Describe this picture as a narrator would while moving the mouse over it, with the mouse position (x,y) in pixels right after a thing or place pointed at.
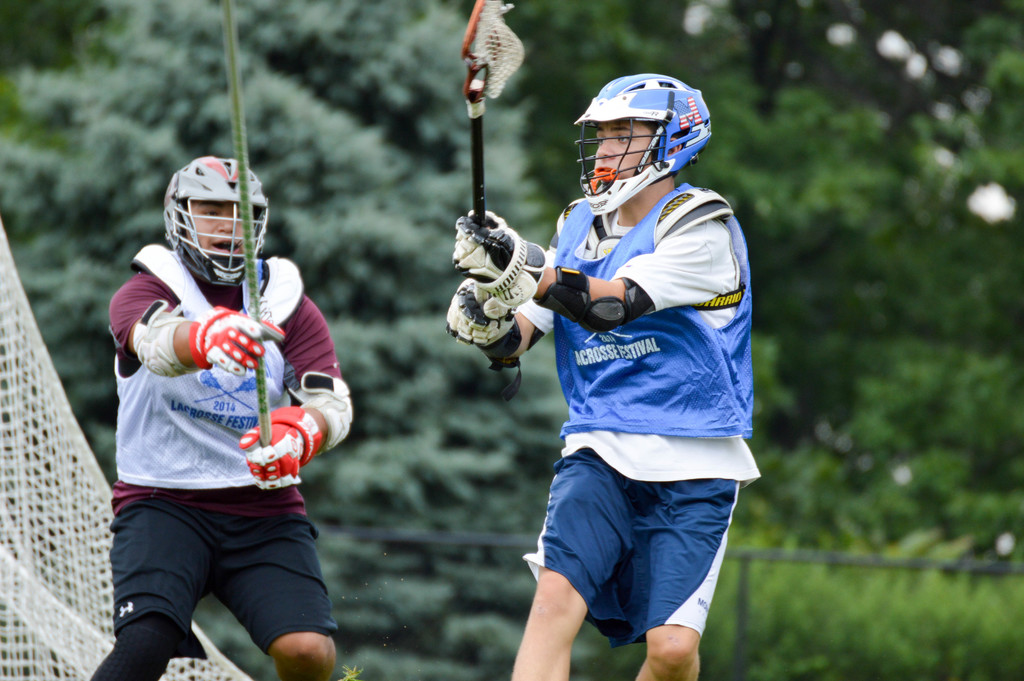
In this image there are two players (208,493) who are playing the lacrosse game. In the background (406,223) there are trees (873,386). Both the persons (503,322) are holding the lacrosse sticks (483,200).
